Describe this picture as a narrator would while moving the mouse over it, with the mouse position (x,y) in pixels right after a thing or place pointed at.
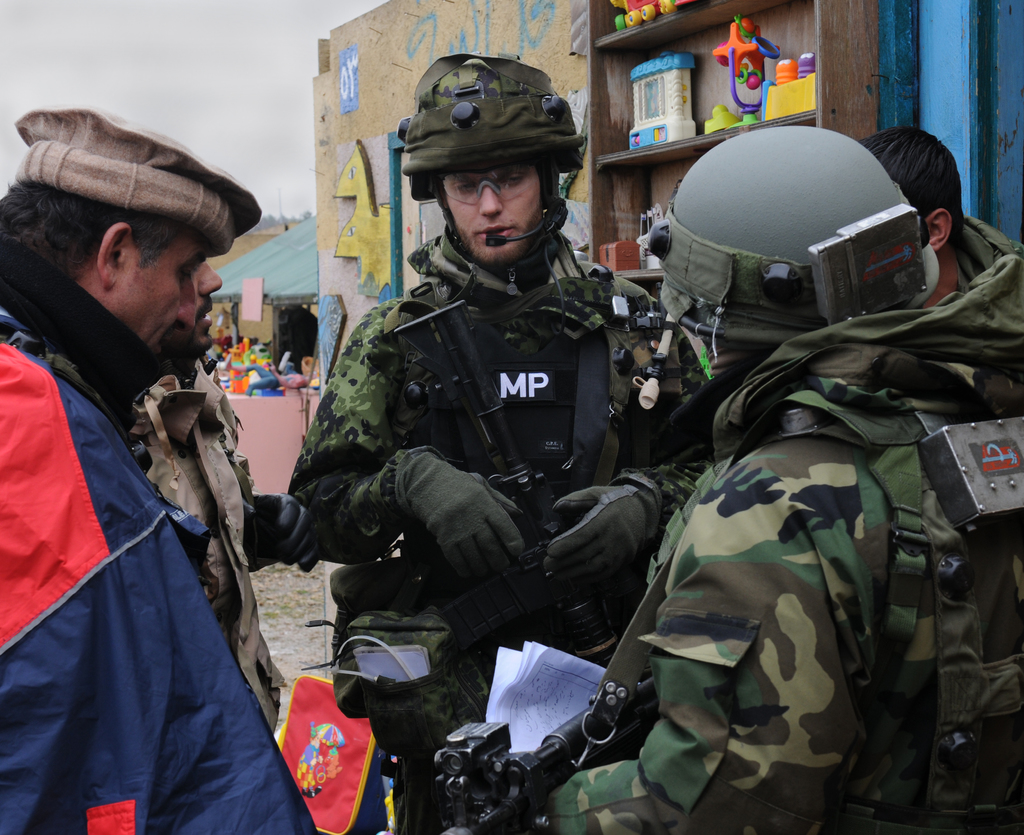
In this image I can see few people (735,388) are wearing military dresses (697,459) and holding guns (552,745) and few people (174,610) are wearing different color dresses (174,610). Back I can see few shed (273,320), few objects (746,78) on the cupboard (612,94) and colorful wall (400,50). The sky (274,14) is in white color.
